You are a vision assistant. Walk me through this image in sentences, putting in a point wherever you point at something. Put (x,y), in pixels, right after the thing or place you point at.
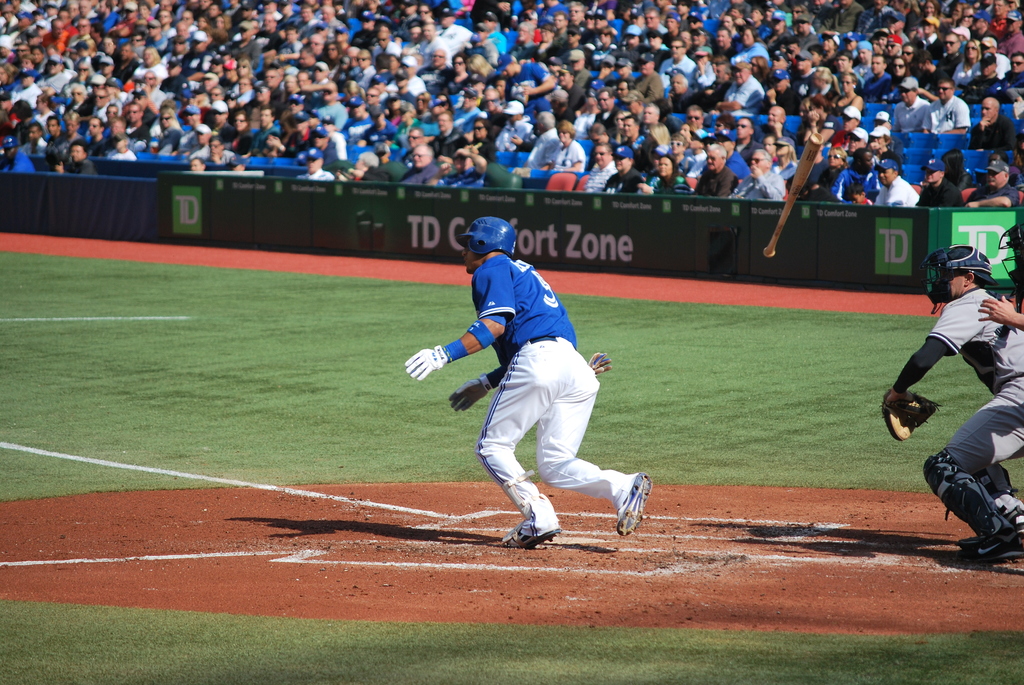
This image is taken in a stadium (808,222). In this image there is a player (520,385) running on the ground (793,362). In the background (695,113) there are many spectators (578,114).
